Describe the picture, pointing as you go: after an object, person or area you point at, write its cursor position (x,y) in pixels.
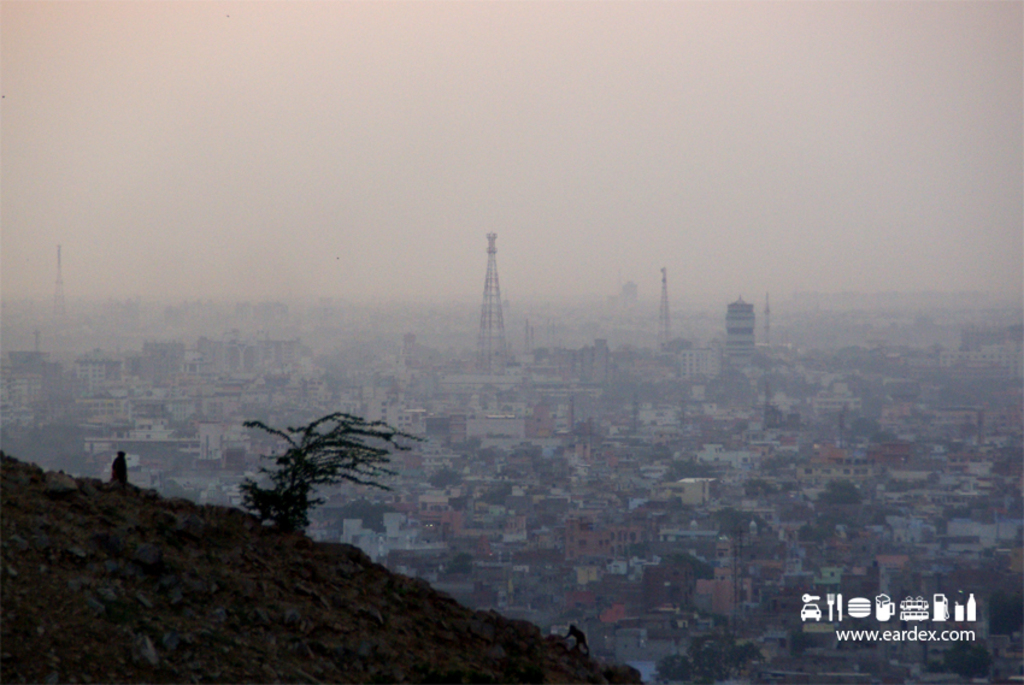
In this image I can see the plant (282,513) and two animals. In the background (461,441) I can see many buildings (592,462), trees (379,505) and the sky (508,239).
